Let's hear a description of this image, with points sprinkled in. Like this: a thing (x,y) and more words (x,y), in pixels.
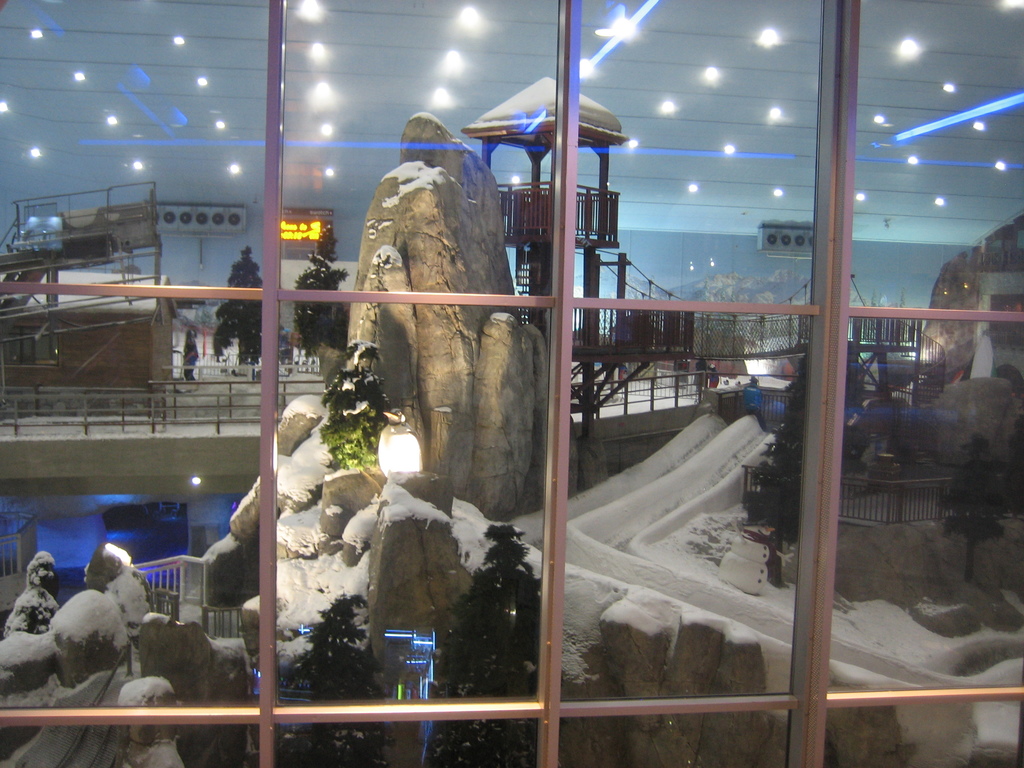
In the foreground (728,389) there is a glass (406,587). In the background (446,418) there are some rocks (441,499), snow (525,537), wall (748,284), railings (766,406), trees (227,324) and many other objects (868,462). At the top of the image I can see the lights (327,96).
